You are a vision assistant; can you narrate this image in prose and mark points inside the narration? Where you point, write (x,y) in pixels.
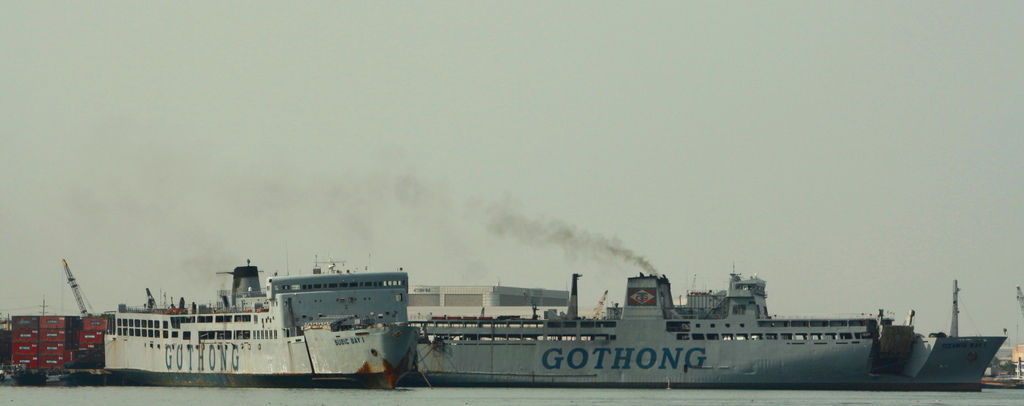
In this image we can see group of ships (608,324) with text (690,356) are placed in the water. In the left side of the image (27,355) we can see some containers (81,334) and a crane (81,309). In the background (602,274), we can see the sky (692,172).
